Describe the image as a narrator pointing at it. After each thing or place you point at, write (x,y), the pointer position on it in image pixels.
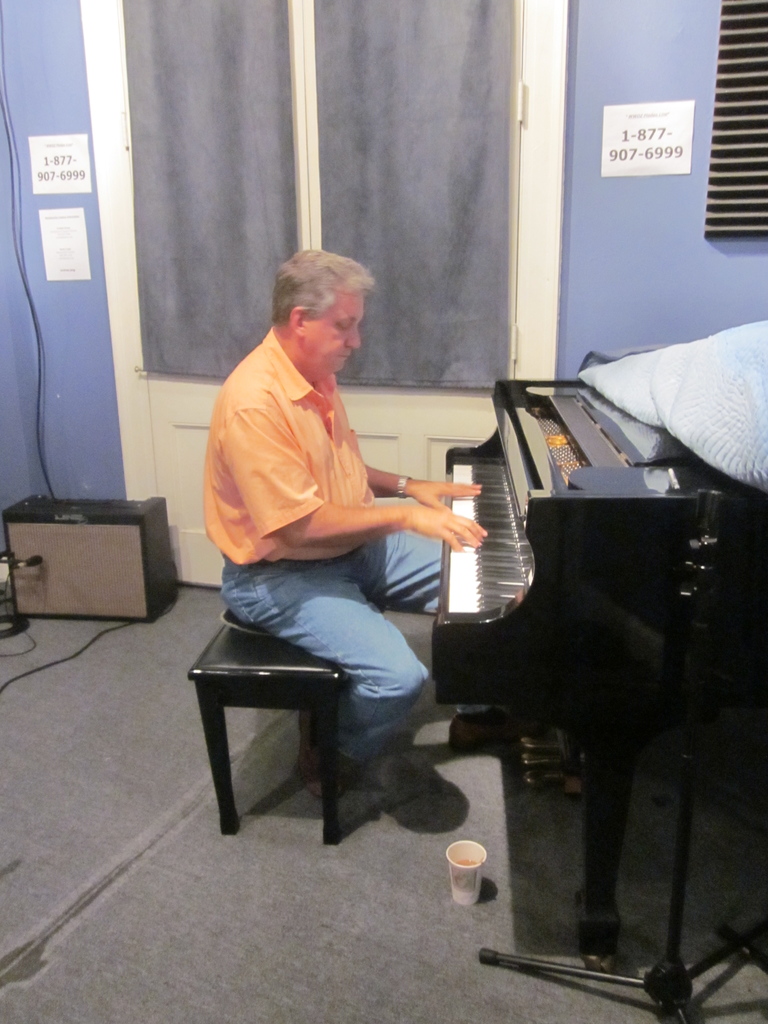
In this image we can see a man (335,546) wearing orange color shirt (252,423) is sitting on the bench (305,667) and playing piano (533,542). In the background (492,211) we can see a door (361,201).
